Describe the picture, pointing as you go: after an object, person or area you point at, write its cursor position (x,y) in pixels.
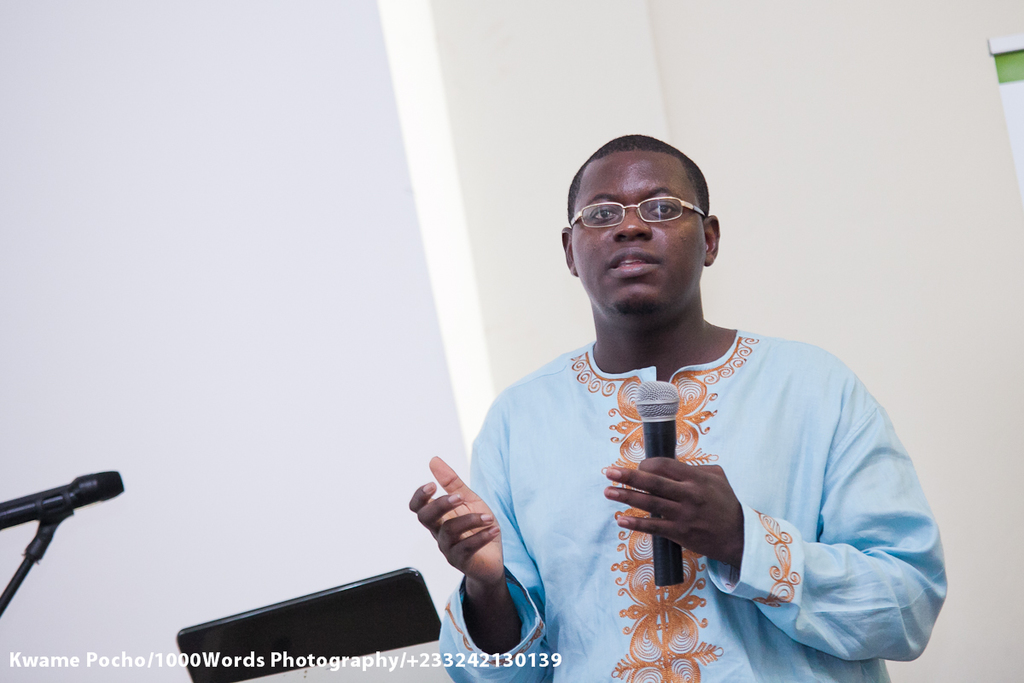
As we can see in the image there is a man (639,358) holding mic (652,429).
